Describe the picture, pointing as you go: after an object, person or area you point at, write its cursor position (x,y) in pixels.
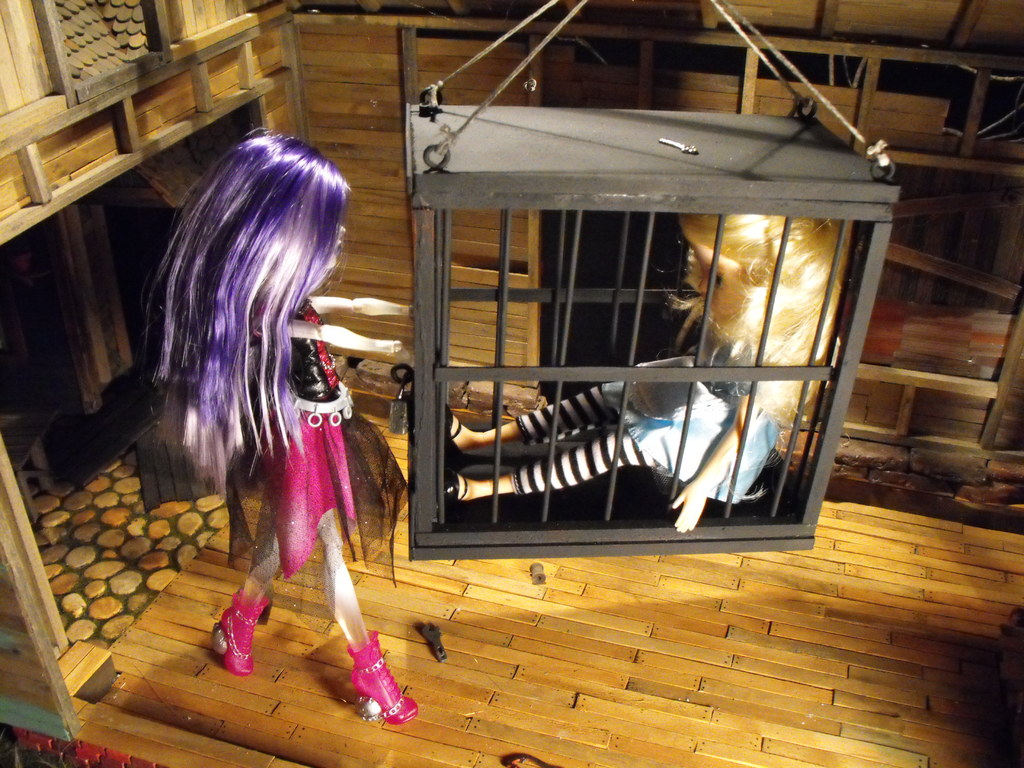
On the left side (301,464) we can see a woman toy (233,533) is standing on the floor (298,607) at the cage (476,453) where another woman toy (621,394) is sitting in it. In the background (151,15) we can see wooden wall (56,105), threads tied to the cage (453,112) and other objects (77,455).
